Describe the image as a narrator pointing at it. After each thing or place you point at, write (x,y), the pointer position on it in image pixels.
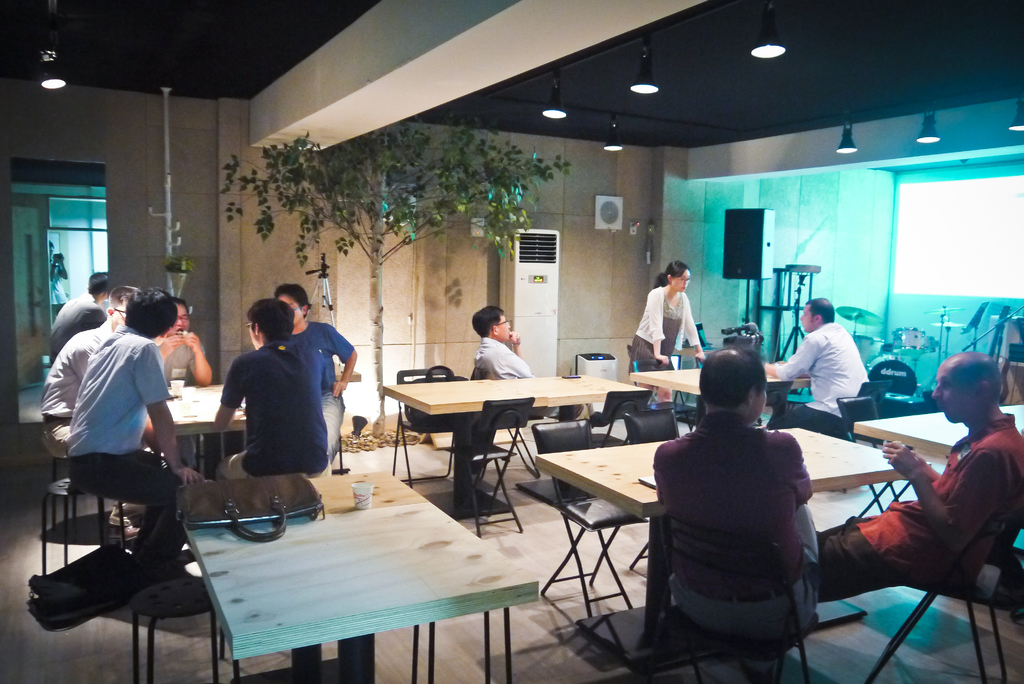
in this image the many people (829,426) they are sitting the chair (626,407) and one woman (664,344) she is standing on the floor (511,539) the room (522,524) has tables (456,401), chairs (500,423), bags (277,509) and cups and the back ground (324,229) is like white.
